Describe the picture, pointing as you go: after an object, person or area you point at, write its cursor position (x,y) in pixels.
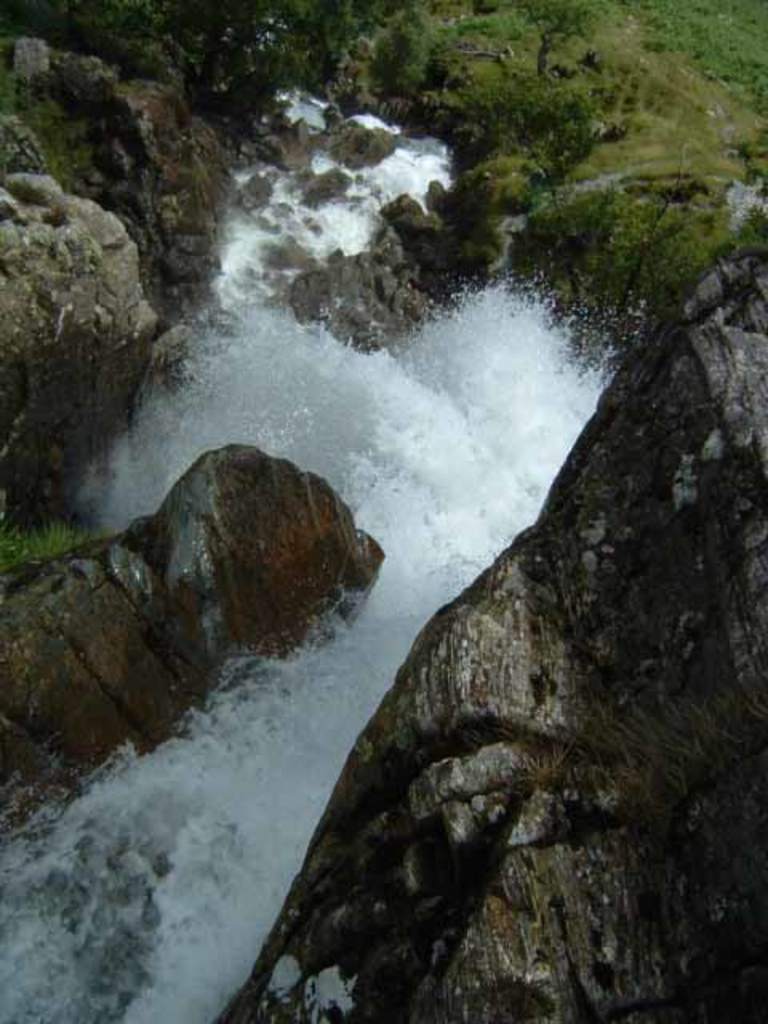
In front of the image there are rocks (281,605), water (413,356). There are plants (636,256). At the top of the image (646,64) there is grass (608,50) on the surface (691,120).
